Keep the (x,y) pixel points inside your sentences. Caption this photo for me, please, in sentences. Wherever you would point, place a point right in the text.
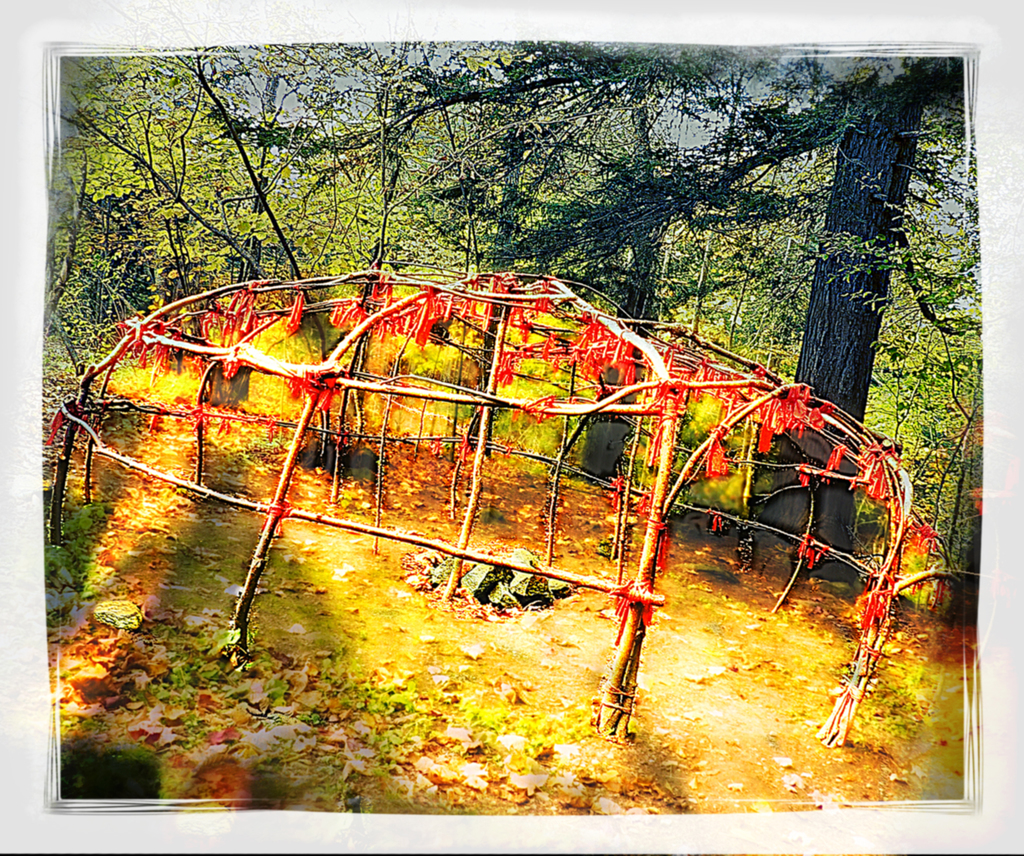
In the center of the image (654,493) we can see a frame (623,404). In the background (627,208) there are trees (151,64). At the bottom (151,684) there are leaves (203,701).
